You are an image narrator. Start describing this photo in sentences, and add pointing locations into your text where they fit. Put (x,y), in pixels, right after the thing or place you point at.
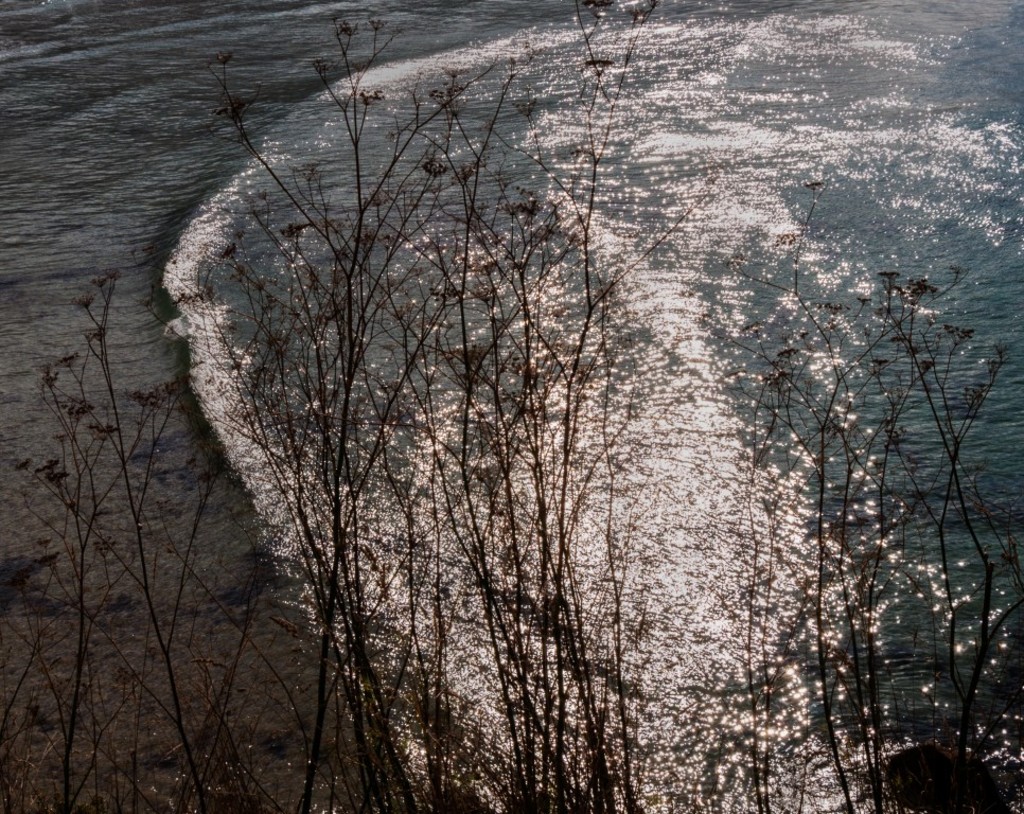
In this image we can see trees (821,665). Also there is water (368,88).
